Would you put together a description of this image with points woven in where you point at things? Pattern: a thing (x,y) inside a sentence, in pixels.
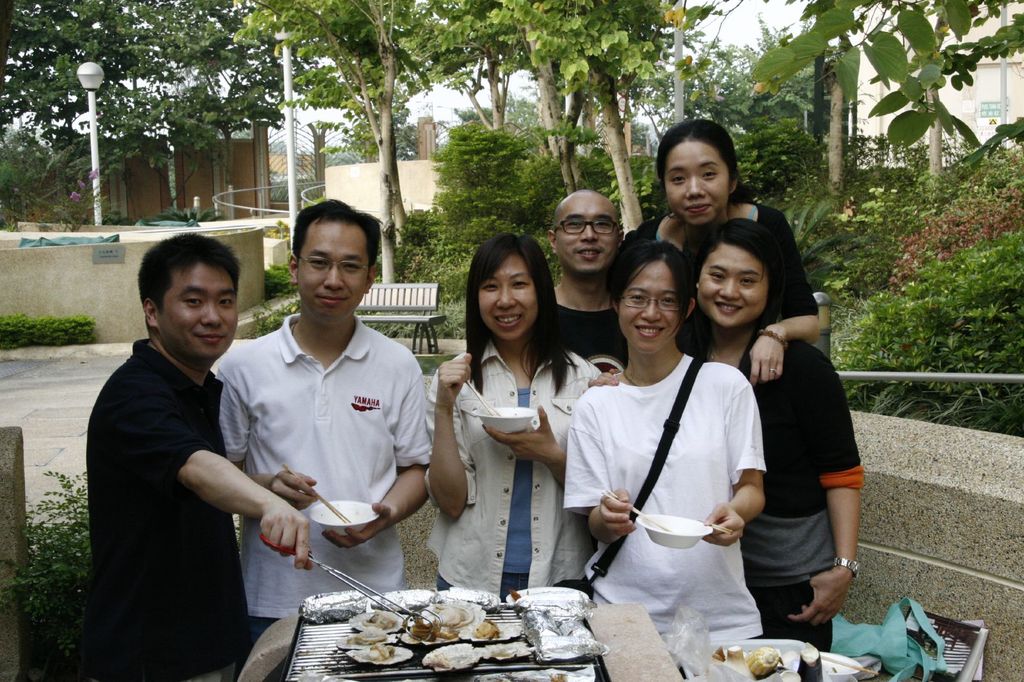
In this picture I can see a number of people (477,338) standing on the surface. I can see a few people (492,456) holding the bowls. I can see the food items (476,609). I can see the plants (858,259). I can see light poles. I can see trees (162,152). I can see the metal grill fence (297,157).
